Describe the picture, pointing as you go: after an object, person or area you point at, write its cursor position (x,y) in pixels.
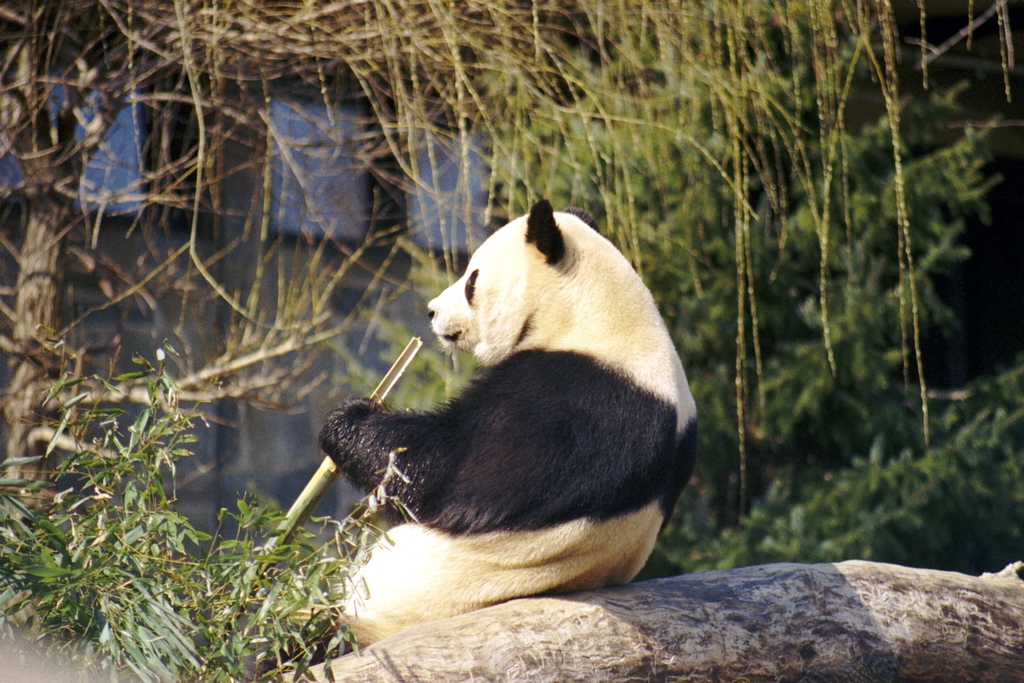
This picture shows a panda (598,490) on the tree bark (833,625) and we see trees (614,186) and a wall (338,492).
